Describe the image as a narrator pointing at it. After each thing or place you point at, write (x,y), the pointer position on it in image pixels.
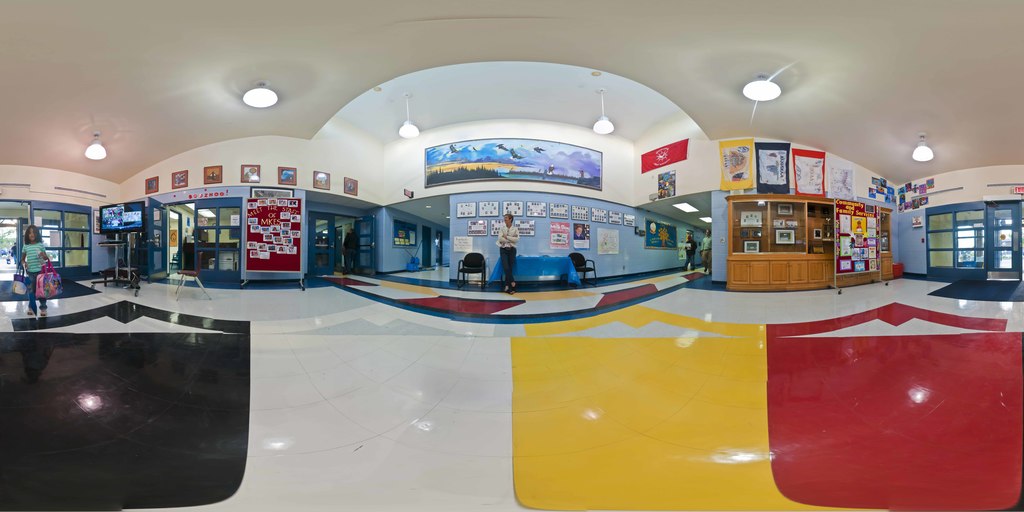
This picture shows inner view of a building (824,427). We see few flags (729,186) and photo frames (247,173) on the wall (631,153) and we see a television (109,217) and a human (515,266) standing holding papers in the hand (508,240) and we see couple of them walking and we see few lights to the roof (177,119) and we see a cupboard (749,197) on the side. We see a girl (31,290) standing holding couple of bags (47,264) in her hands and we see few chairs (465,260) and a table (521,262).
